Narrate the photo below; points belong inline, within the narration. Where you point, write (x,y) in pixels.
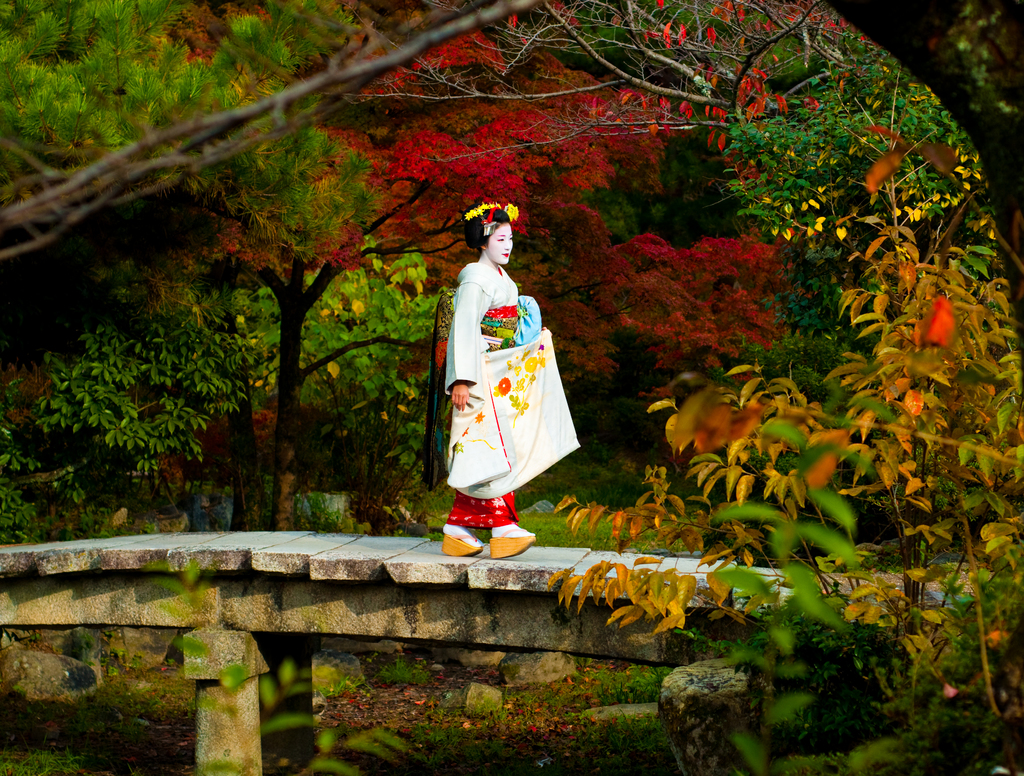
In the picture I can see a woman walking on the stone walkway (643,555). In the background (314,274), I can see the trees (672,224).
